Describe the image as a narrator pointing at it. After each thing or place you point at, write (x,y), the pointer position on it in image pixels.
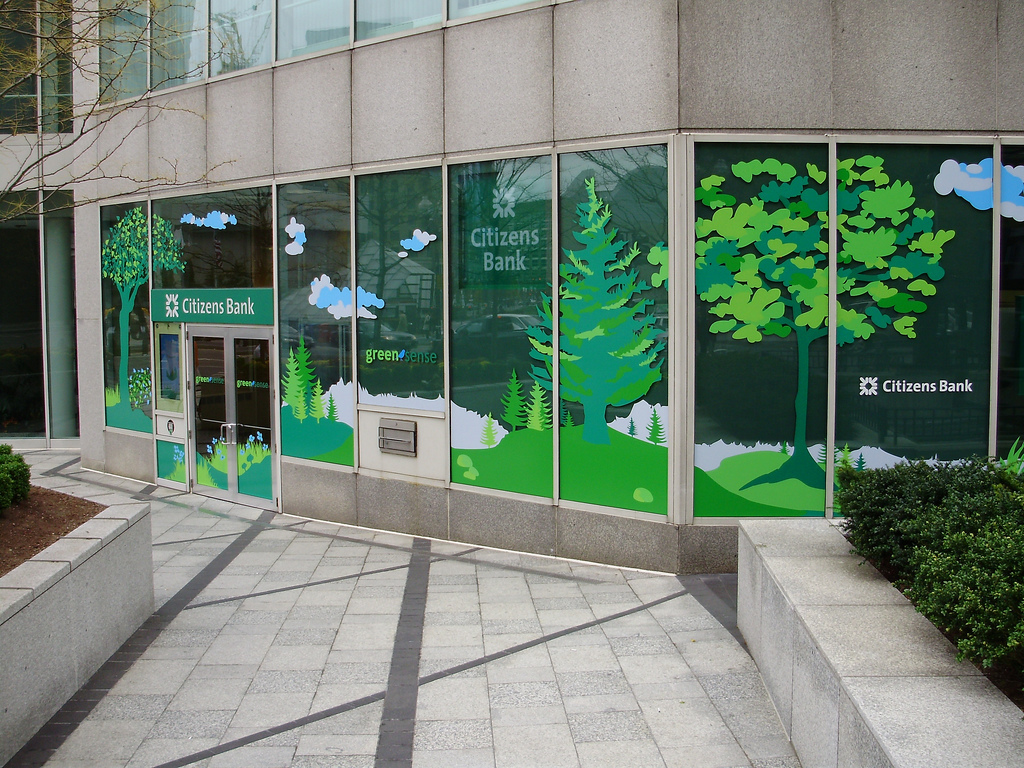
In the image there is a bank (368,272) and there is a pavement (287,559) in front of the bank (293,499), there are few plants (946,524) on the either side of the pavement (679,587).
